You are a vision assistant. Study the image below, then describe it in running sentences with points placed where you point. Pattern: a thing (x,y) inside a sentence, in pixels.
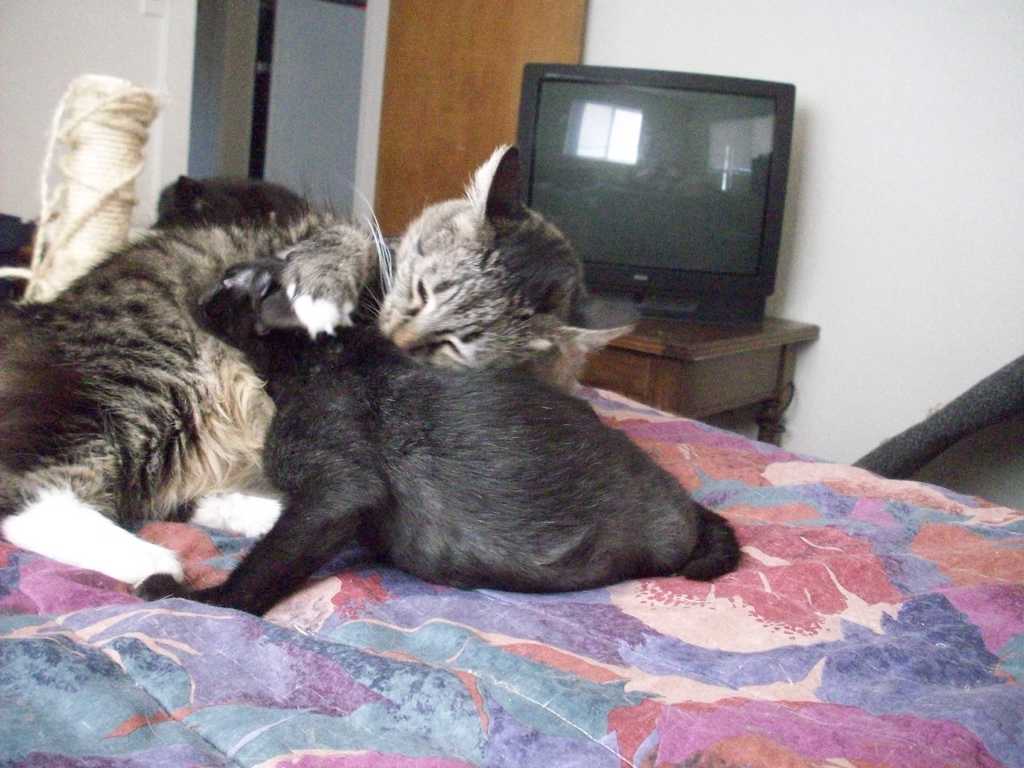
There are three cats (264,222) on the bed (669,455). This is a wooden table (725,389). There is a television (763,248) on the wooden table (697,344).
